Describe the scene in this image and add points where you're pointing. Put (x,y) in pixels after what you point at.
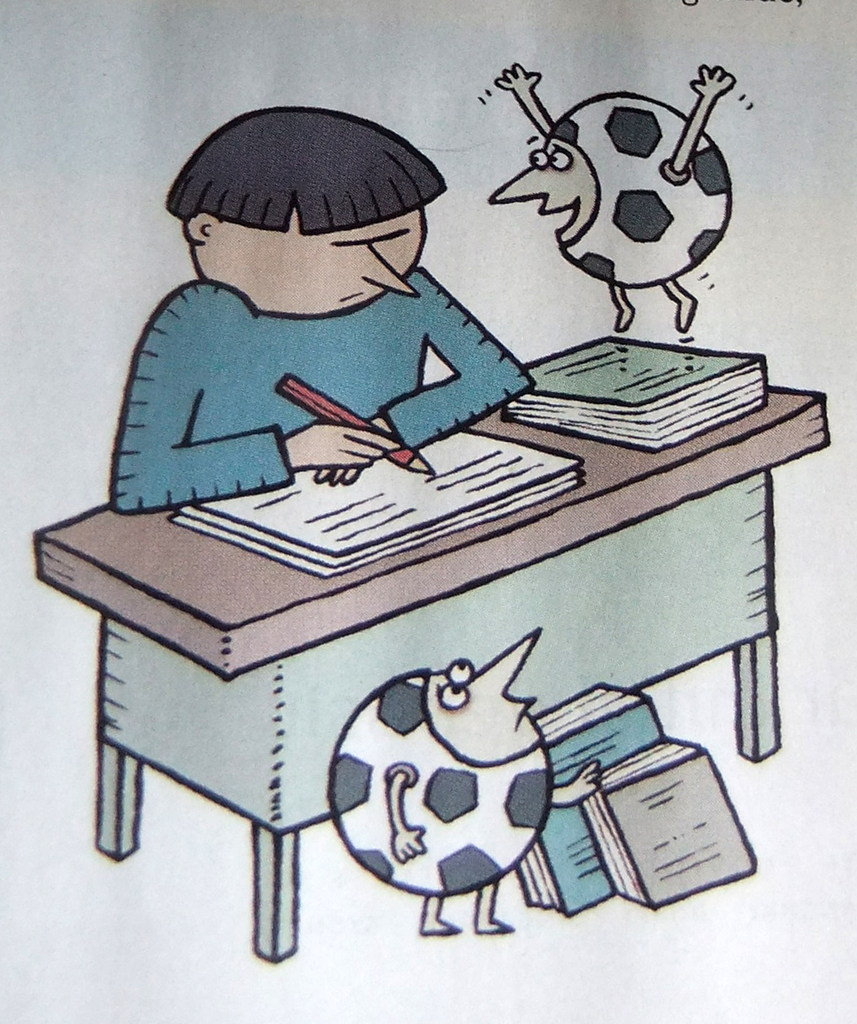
In this image there is a person (357,411) holding a pencil (379,430). He is writing on the paper (403,513) which is on the table (640,461) having books (663,404). A ball (640,211) is in air (653,80). A ball (414,779) is on the floor (466,989). Beside there are books (609,787).
